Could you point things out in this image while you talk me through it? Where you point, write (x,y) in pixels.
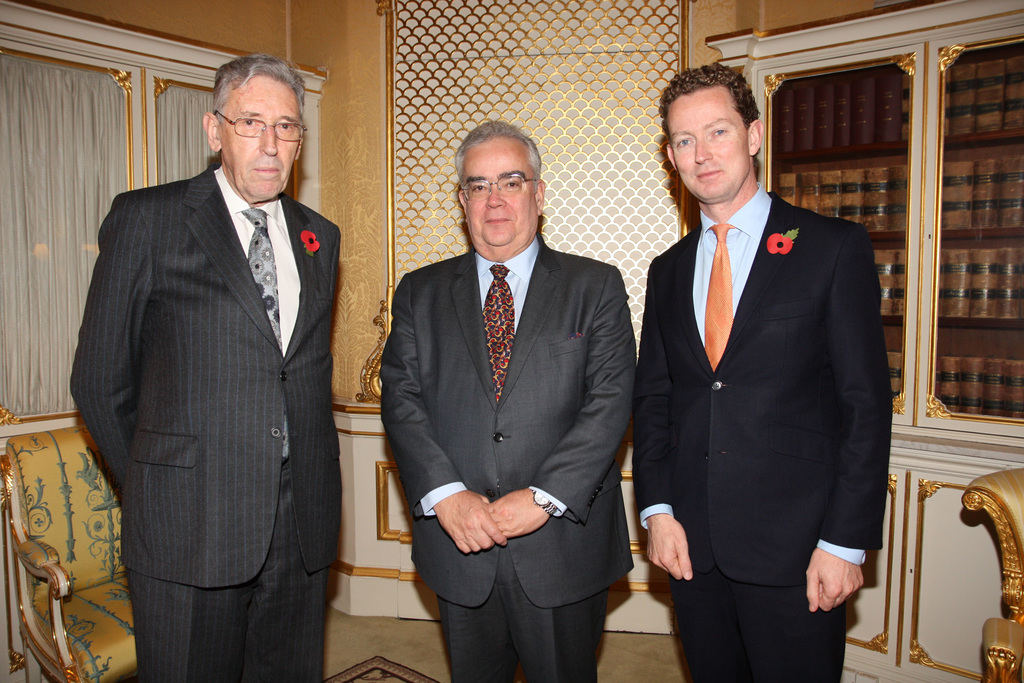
In this picture there are people (498,295) in the center of the image (508,336) and there are books (869,189) inside the cupboards (911,248) and there is a chair (21,559) and windows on the left side of the image (115,482).
